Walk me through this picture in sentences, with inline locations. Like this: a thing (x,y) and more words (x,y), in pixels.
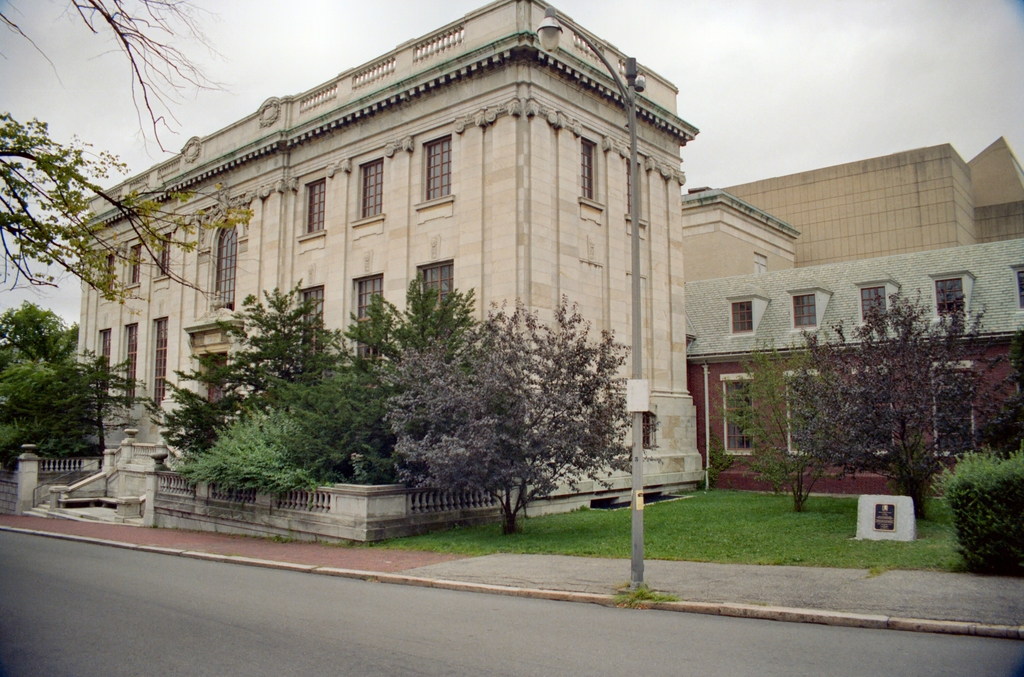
In the foreground of the picture (45,576) we can see footpath (386,555), pole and road (82,625). In the middle of the picture (452,388) there are trees (539,478), grass (792,509), plants (999,517), stone (899,503) and buildings (758,283). On the left (50,227) we can see the branches (27,190) of a tree (82,228). At the top (864,91) it is sky (814,140).
